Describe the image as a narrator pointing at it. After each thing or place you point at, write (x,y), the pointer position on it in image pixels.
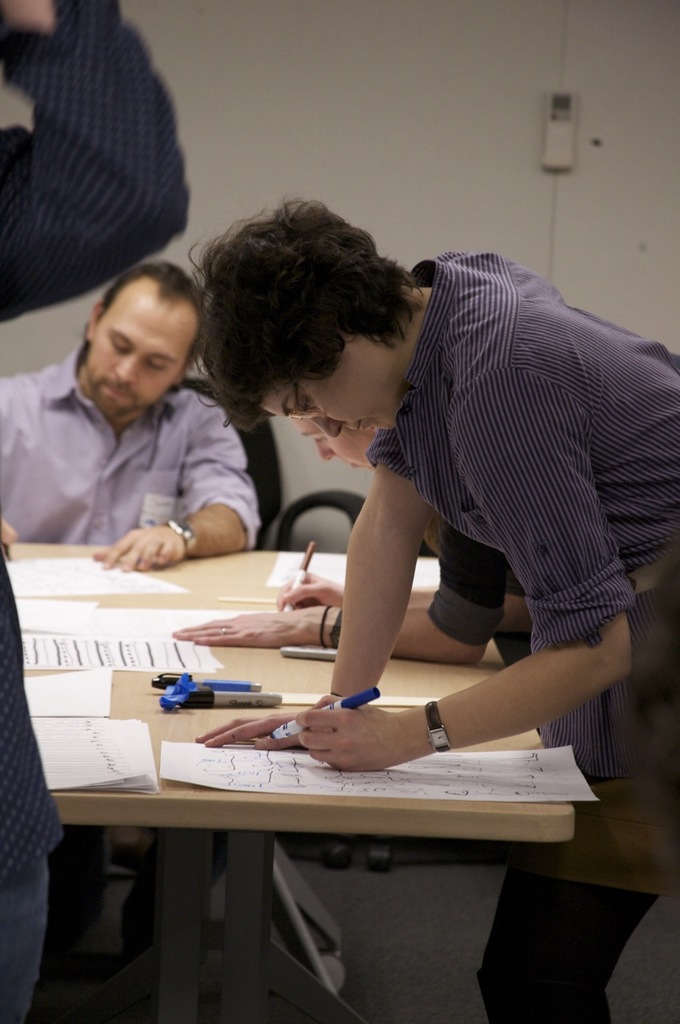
In this image there are 2 persons (371,569) standing near the table (268,784) and writing in the paper (275,754), there is another person (157,563) in the background (219,437) sitting and writing in the paper (90,580), in table (225,569) there are pen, paper (205,611).
